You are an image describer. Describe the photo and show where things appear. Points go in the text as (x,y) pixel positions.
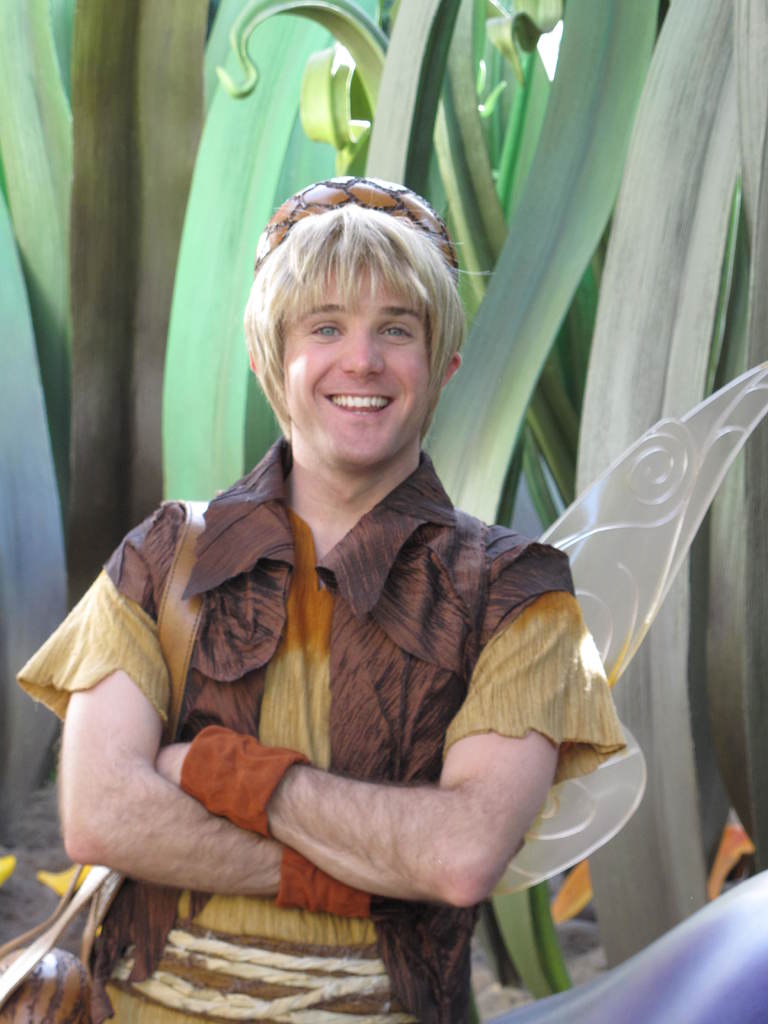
In this image we can see a man (597,698) standing. On the backside (624,717) we can see the picture (636,385) of some plants (572,360) on a wall (615,369).
